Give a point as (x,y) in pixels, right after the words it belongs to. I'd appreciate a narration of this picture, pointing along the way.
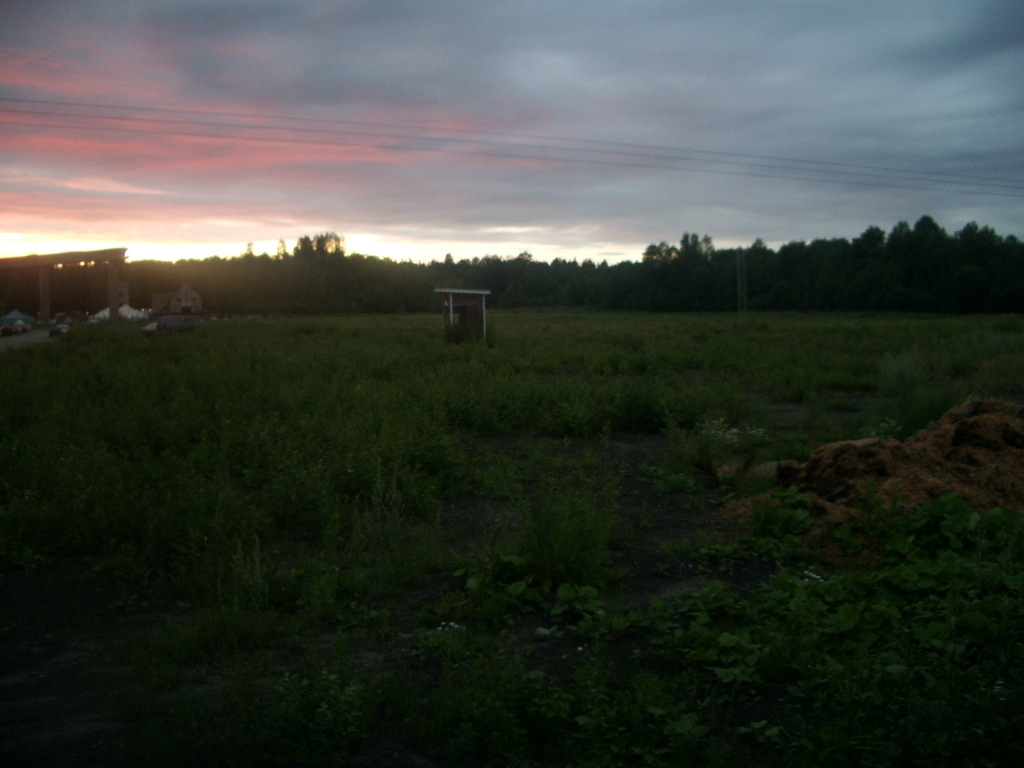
In this picture we can see grass (440,463) and some plants (751,623) at the bottom (813,609), in the background (749,257) there are some trees (703,263), we can see the sky (550,114) at the top of the picture (522,120).
